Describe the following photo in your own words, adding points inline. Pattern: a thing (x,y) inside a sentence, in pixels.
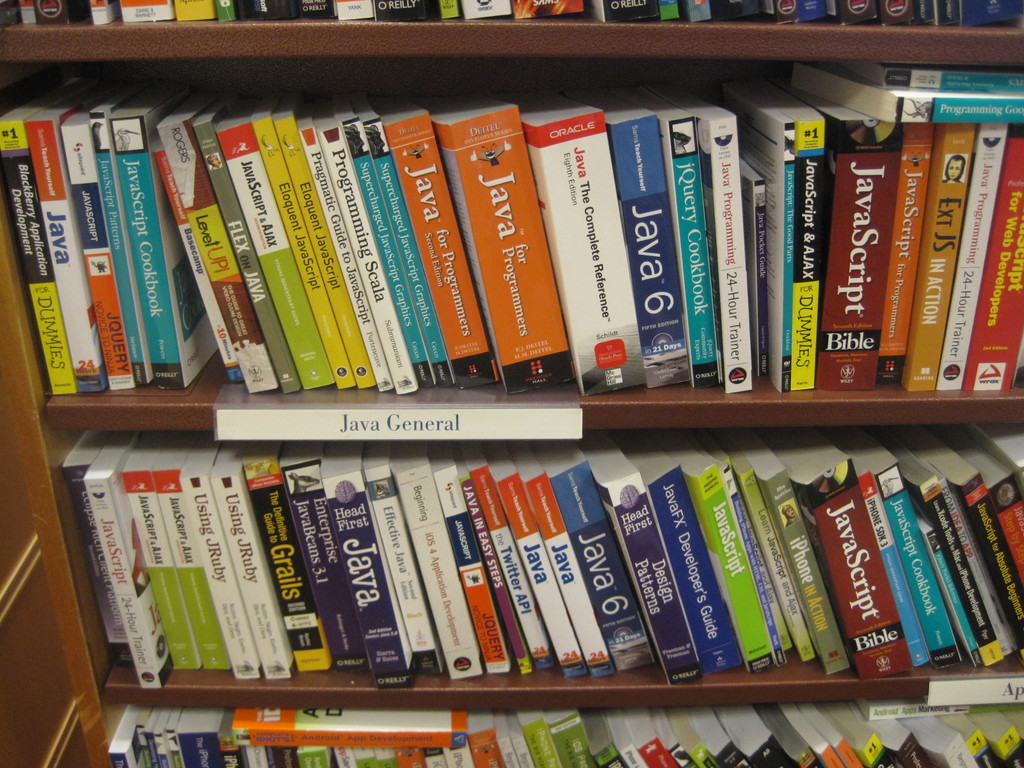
In this image I can see many books (390,571) which are colorful. I can see these books (287,561) are in the wooden shelves (483,697).
